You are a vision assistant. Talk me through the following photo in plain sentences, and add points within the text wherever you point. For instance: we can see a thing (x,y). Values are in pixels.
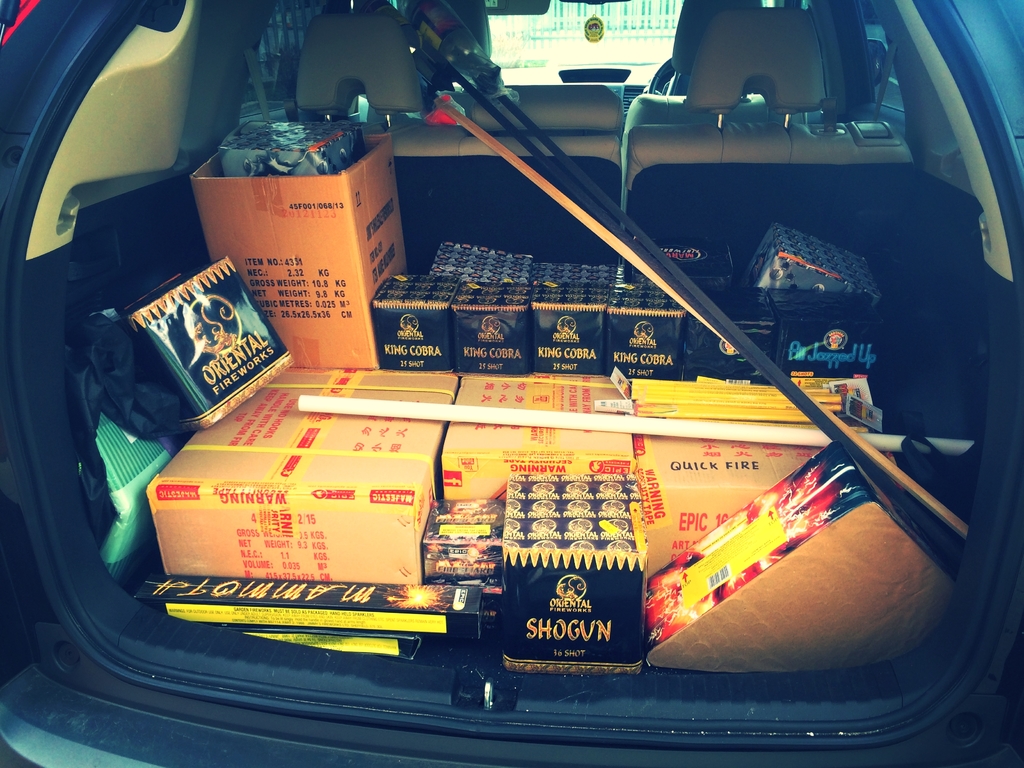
In this image I can see the inner part of the car (408,157) and I can see few cardboard boxes (250,412) inside the car (419,112).
